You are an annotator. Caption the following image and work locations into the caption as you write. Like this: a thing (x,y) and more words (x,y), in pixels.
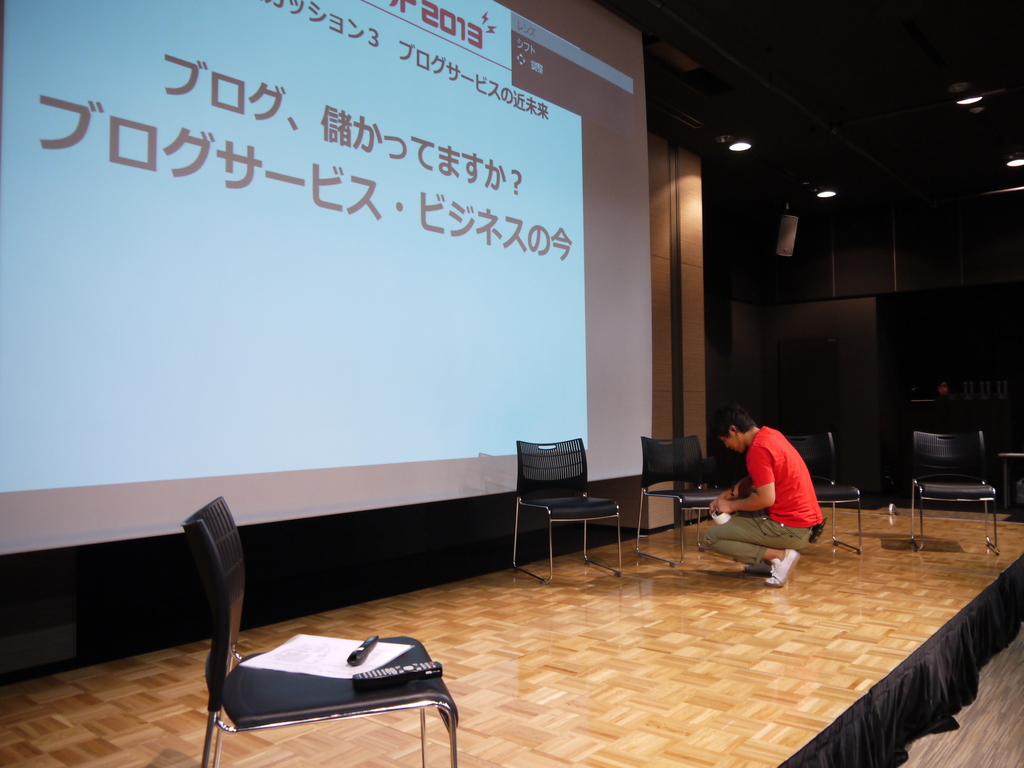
In this picture there is a man (750,449) who is wearing t-shirt (787,506) and shoes (781,569). He is in a squat position. On the stage (584,582) I can see the black chairs (364,705). At the bottom (414,664) there is a remote (385,678), paper (377,667) and pen (359,655) which are kept on the black chair (318,680). On the left (251,317) there is a projector screen (251,317). In the top right corner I can see the light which is hanging from the roof (853,170).
